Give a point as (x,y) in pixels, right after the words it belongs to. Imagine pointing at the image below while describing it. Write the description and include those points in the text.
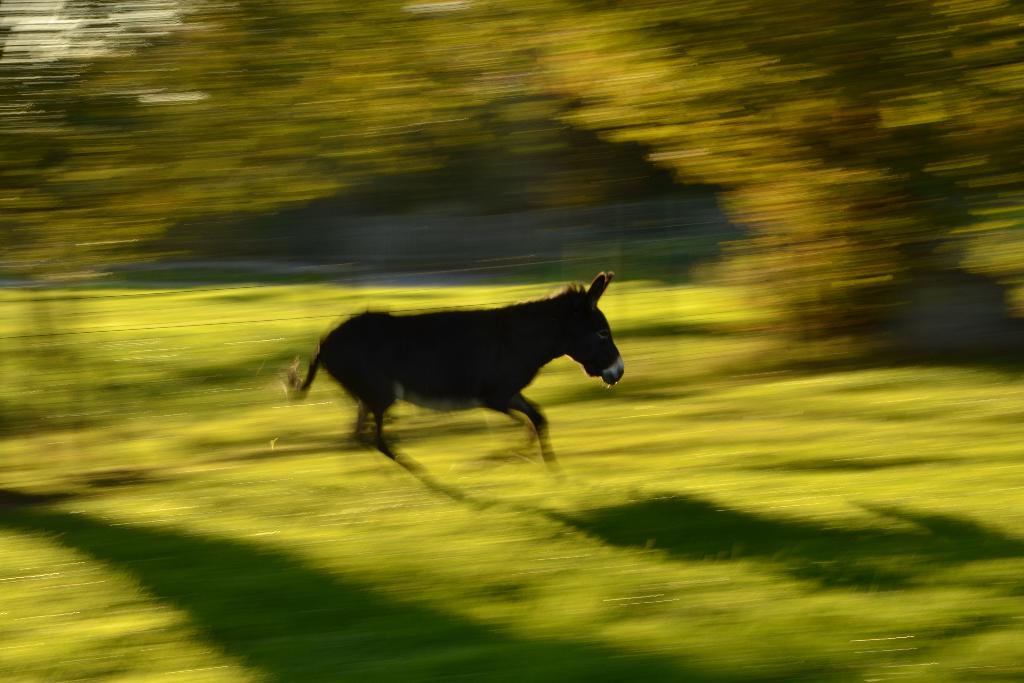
In this image I can see the animal (544,347) in black, brown and white color. Background (642,356) is in green and yellow color and it is blurred.
